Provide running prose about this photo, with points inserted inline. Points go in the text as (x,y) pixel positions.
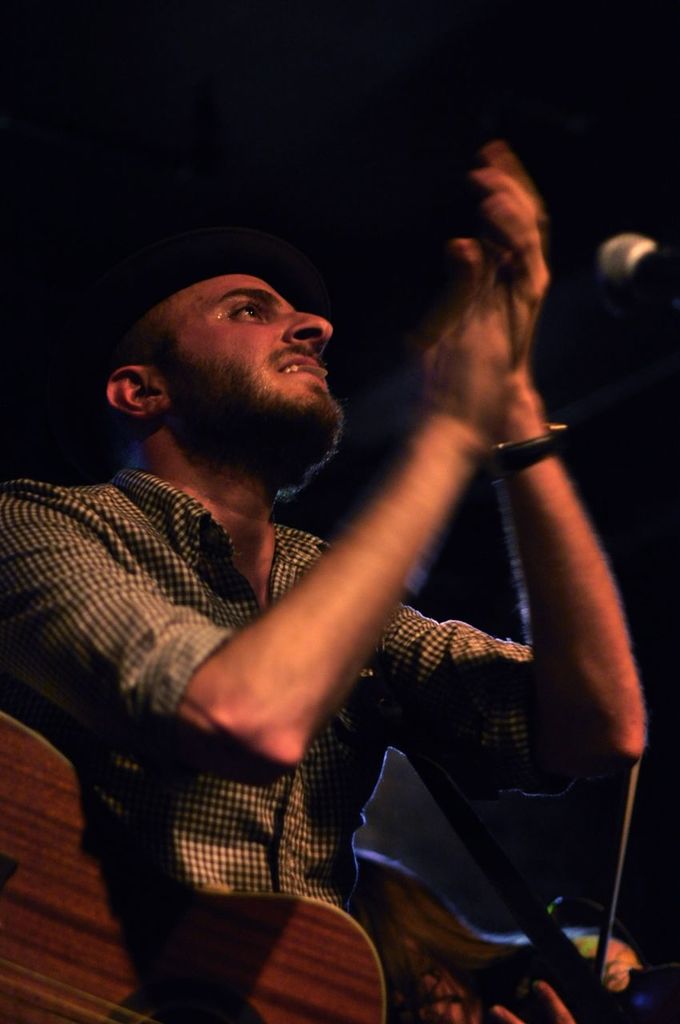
In this image I can see a man (159,508), a guitar (38,765) and a mic (622,262). I can also see a watch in his hand (522,436).
